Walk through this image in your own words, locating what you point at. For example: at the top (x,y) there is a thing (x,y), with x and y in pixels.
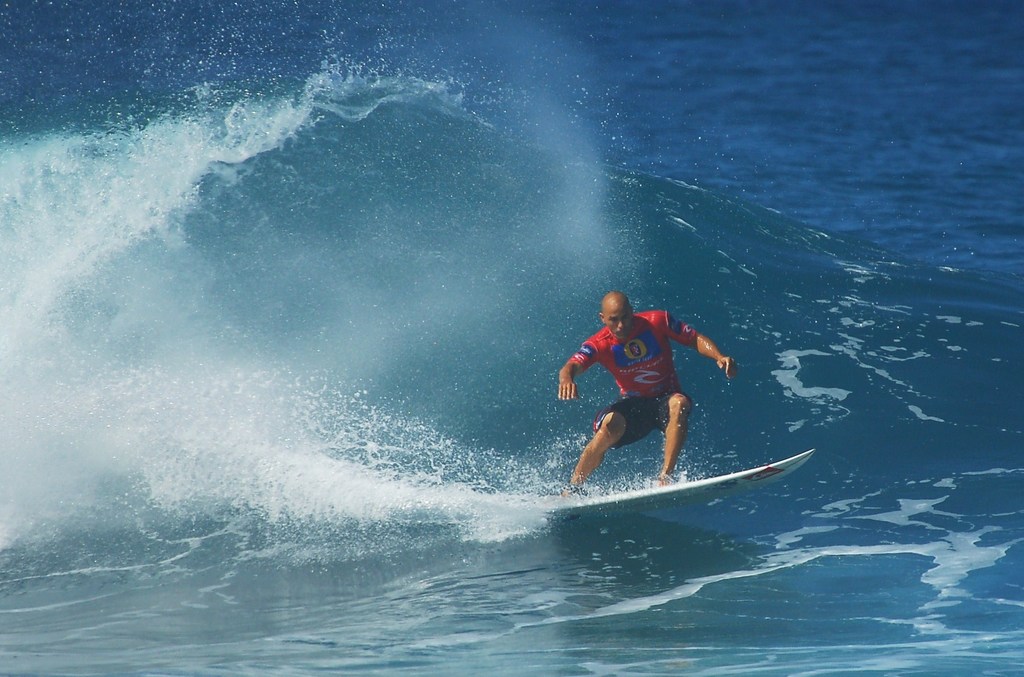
In this image I can see there is a water (694,290). And in water (577,410) the person (623,388) moving on a surfboard (687,486).
